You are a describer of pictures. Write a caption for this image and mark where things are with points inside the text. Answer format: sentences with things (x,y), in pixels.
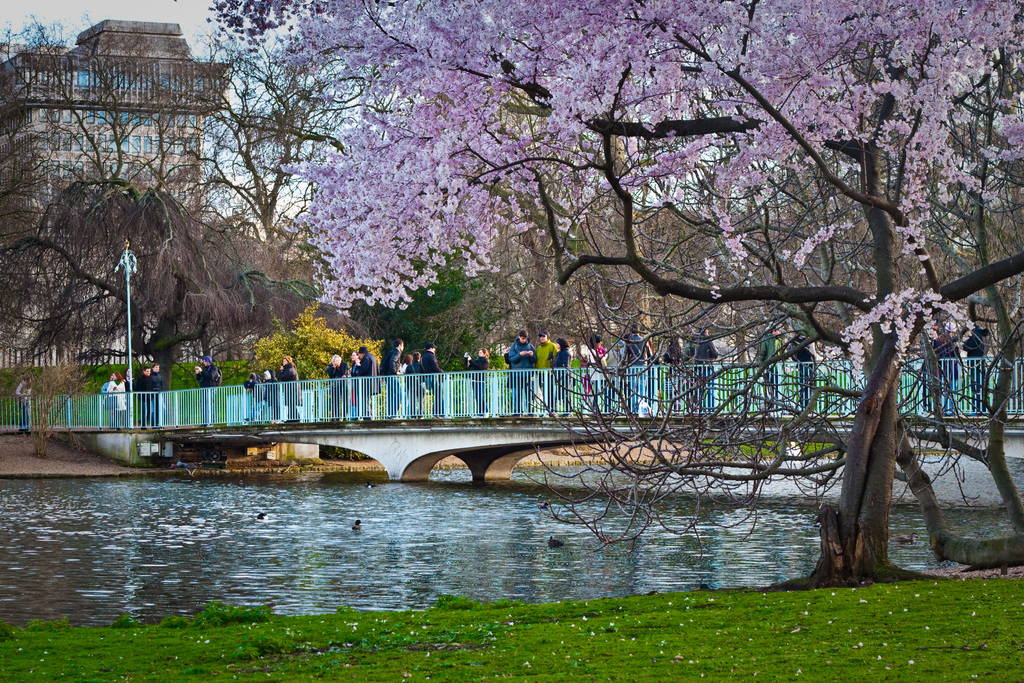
In this image there is a lake (198,585) in bottom of this image (280,517) and there is a bridge (587,422) in middle of this image (390,390) and there are some trees (492,329) in the background (704,304). There are some persons (121,384) standing on this bridge (407,391) and there is a building (155,104) at left side of this image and there is a sky (186,24) at top of this image (188,5).
